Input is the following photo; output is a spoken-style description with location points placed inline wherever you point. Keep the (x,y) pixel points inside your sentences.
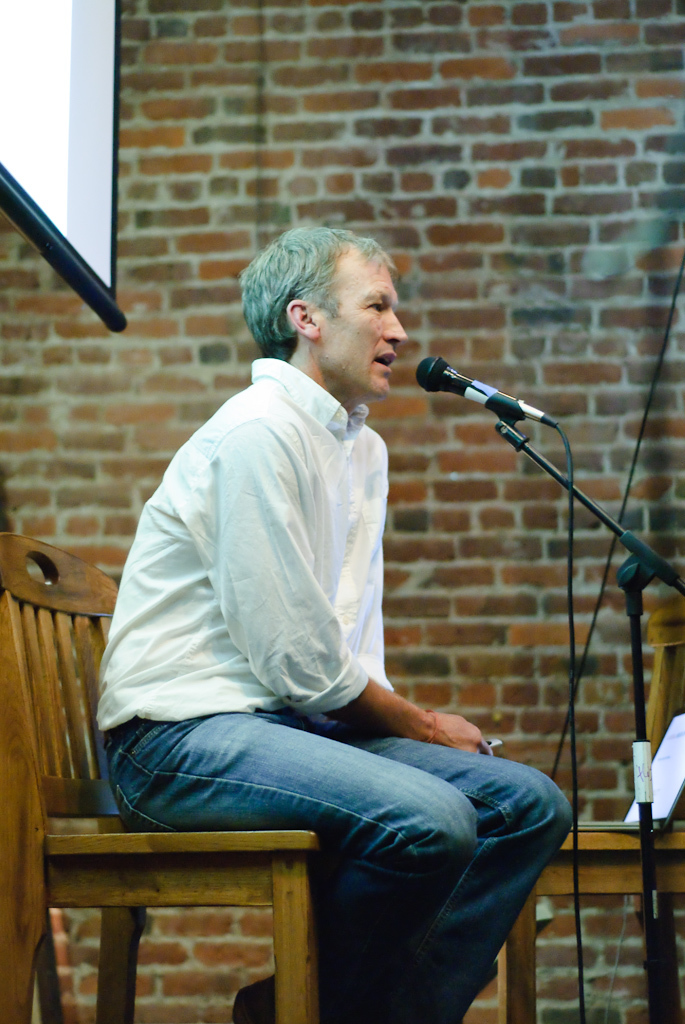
In this image there is a man (211,641) sitting in chair (4,1011), and talking in microphone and in back ground (10,100) there is screen (32,46), laptop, wall (409,385).
